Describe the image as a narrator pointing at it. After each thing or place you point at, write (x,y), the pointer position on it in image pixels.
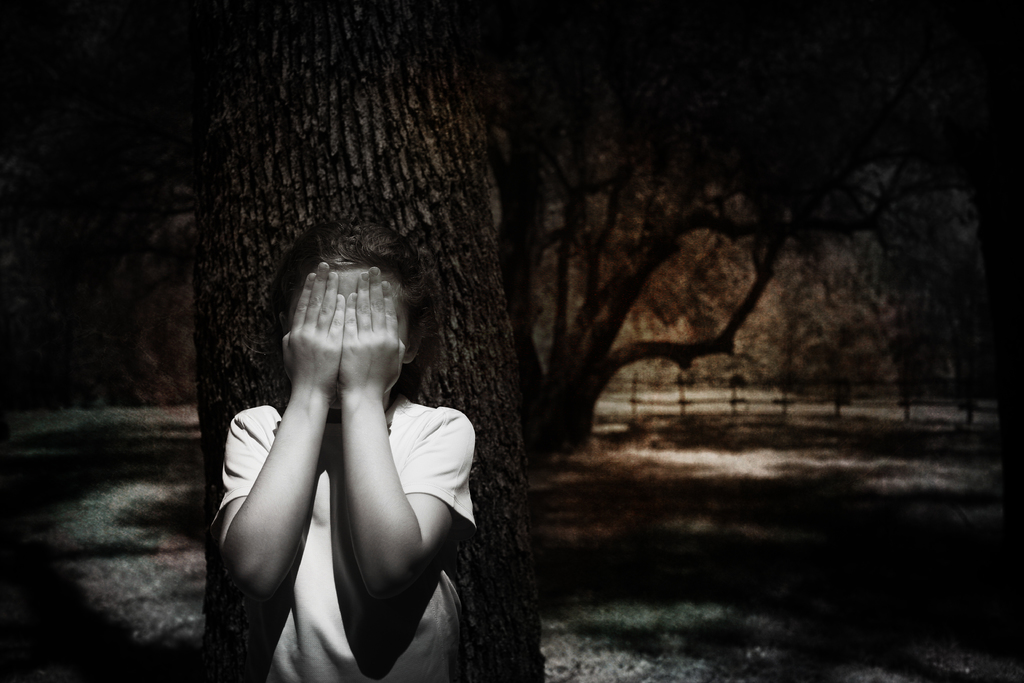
This image is clicked outside. There are trees (756,236) in the middle (650,295). There is a kid (360,432) in the middle (351,434).
